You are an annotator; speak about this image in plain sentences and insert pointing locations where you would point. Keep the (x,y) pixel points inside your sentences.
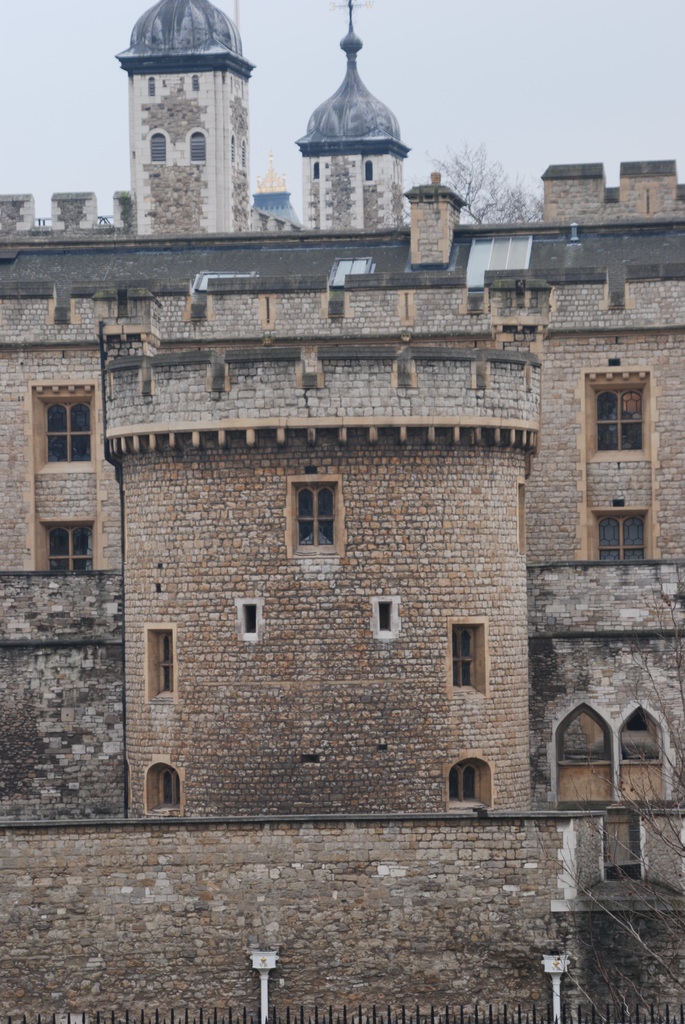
In the image we can see there are buildings (232,551) and the building (435,510) is made up of stone bricks (436,974). The sky (445,29) is clear.
